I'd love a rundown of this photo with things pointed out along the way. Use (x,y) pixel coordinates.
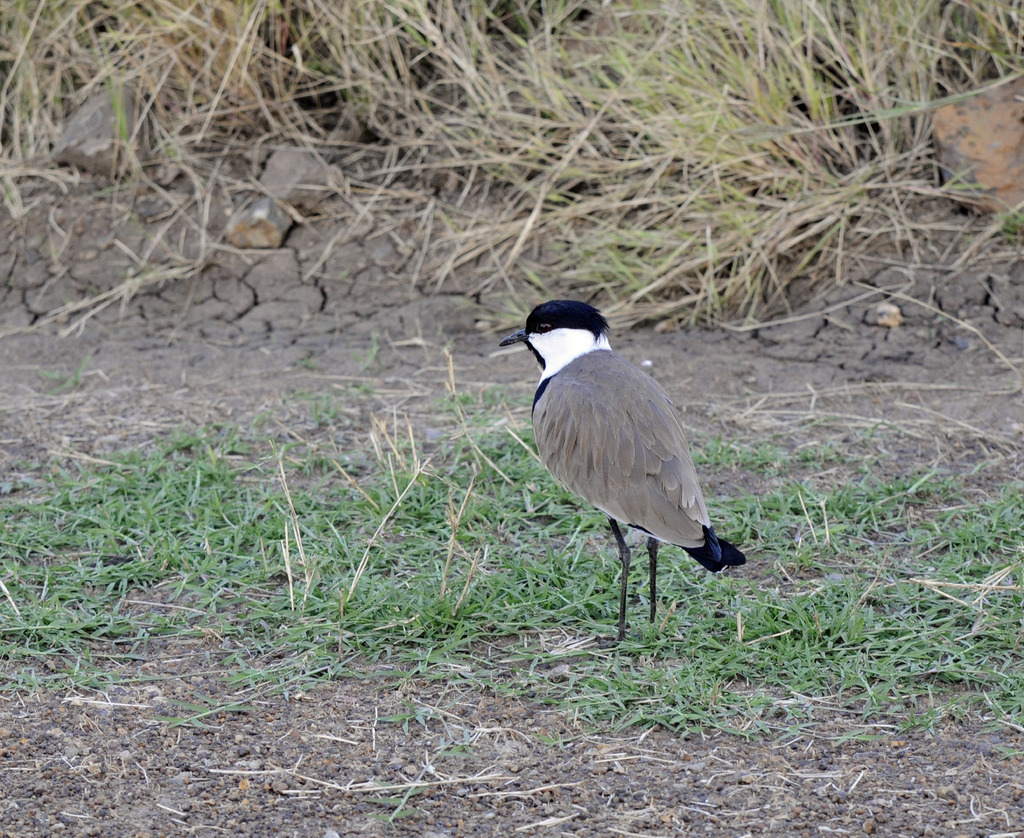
In this image we can see a bird (648,420). At the bottom of the image (622,704) there is grass (385,618). In the background of the image (486,129) there is dry grass (560,116).
